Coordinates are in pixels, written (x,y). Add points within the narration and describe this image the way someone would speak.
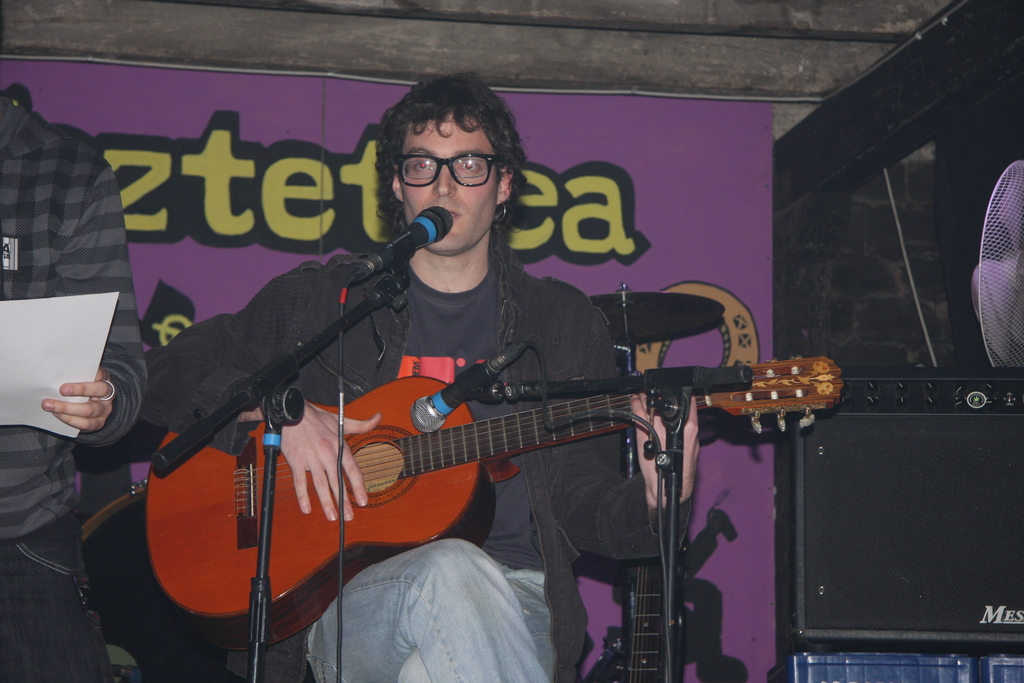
In this image I see a man (232,333) who is sitting and he is holding a guitar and he is in front of mic (375,257). I can also see a person (75,263) over here who is holding a paper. In the background (147,477) I see an equipment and the banner (85,70).
